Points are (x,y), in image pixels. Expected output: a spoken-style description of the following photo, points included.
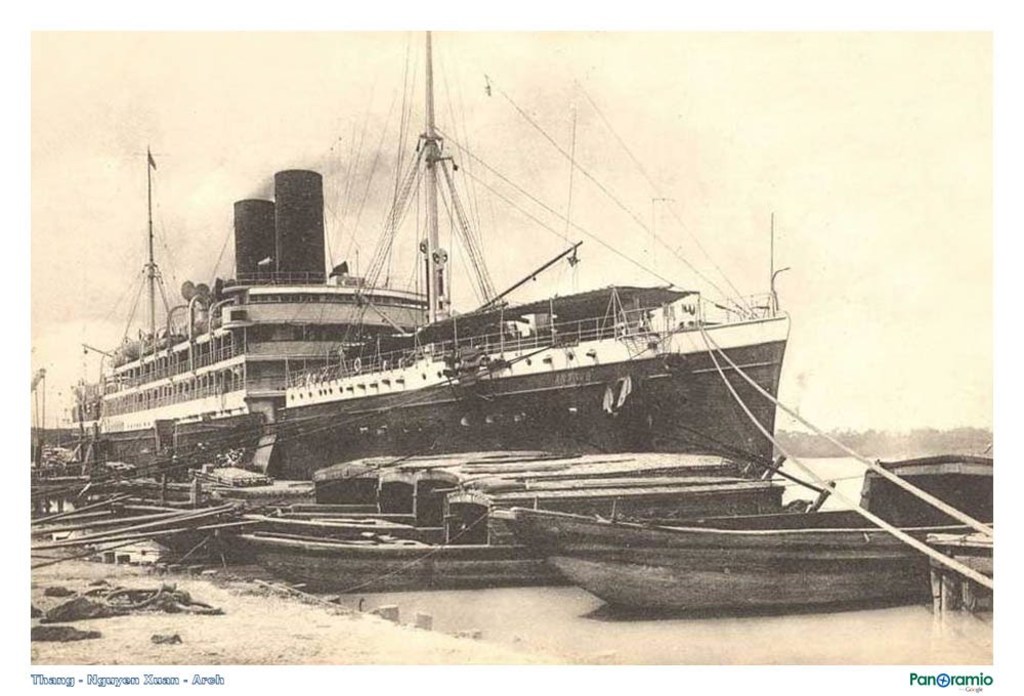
In this black and white image, there are boats (612,516) and a ship (591,445) on the water (593,634). On the left bottom (120,614), there is the path (114,647) and a rope (169,595) on it. In the background (724,106), there is sky (828,132) and the cloud (365,160) and trees (903,435) on the right (916,454).
